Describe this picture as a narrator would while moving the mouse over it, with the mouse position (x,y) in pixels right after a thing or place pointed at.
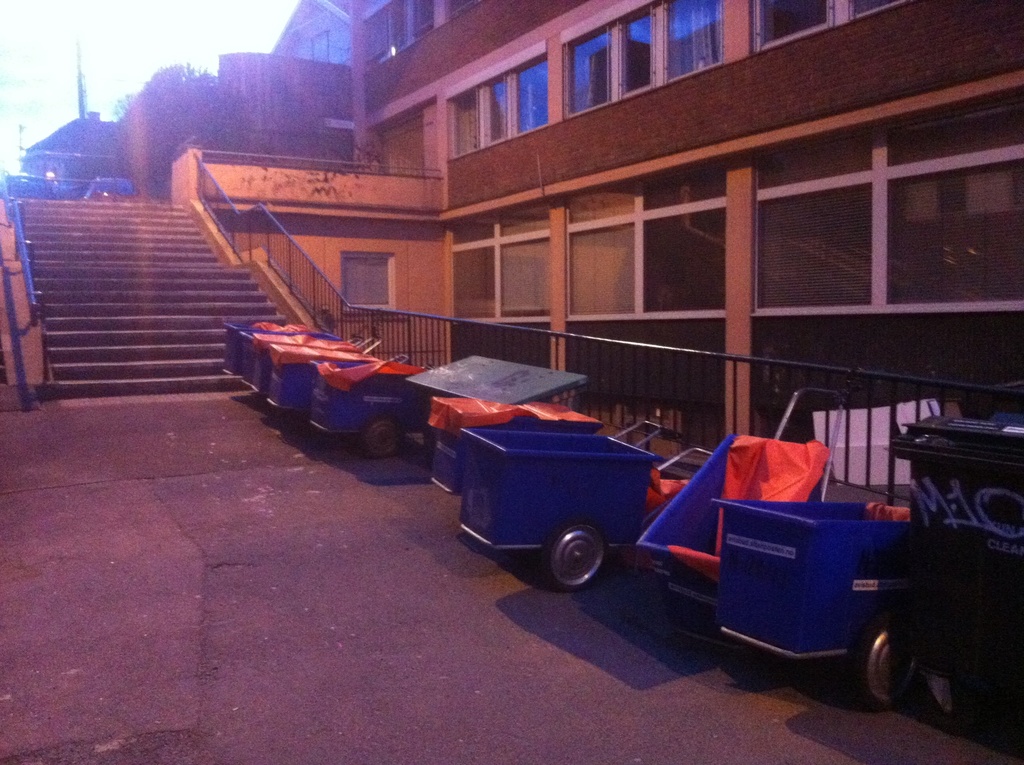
In the picture we can see a building (819,114) with glass windows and beside it we can see stairs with railings (321,283) on both the sides of the steps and on the top of it we can see some plants (157,119) and sky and near the steps (204,278) we can see a path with some carts (855,522) which are blue in color with wheels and handle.
